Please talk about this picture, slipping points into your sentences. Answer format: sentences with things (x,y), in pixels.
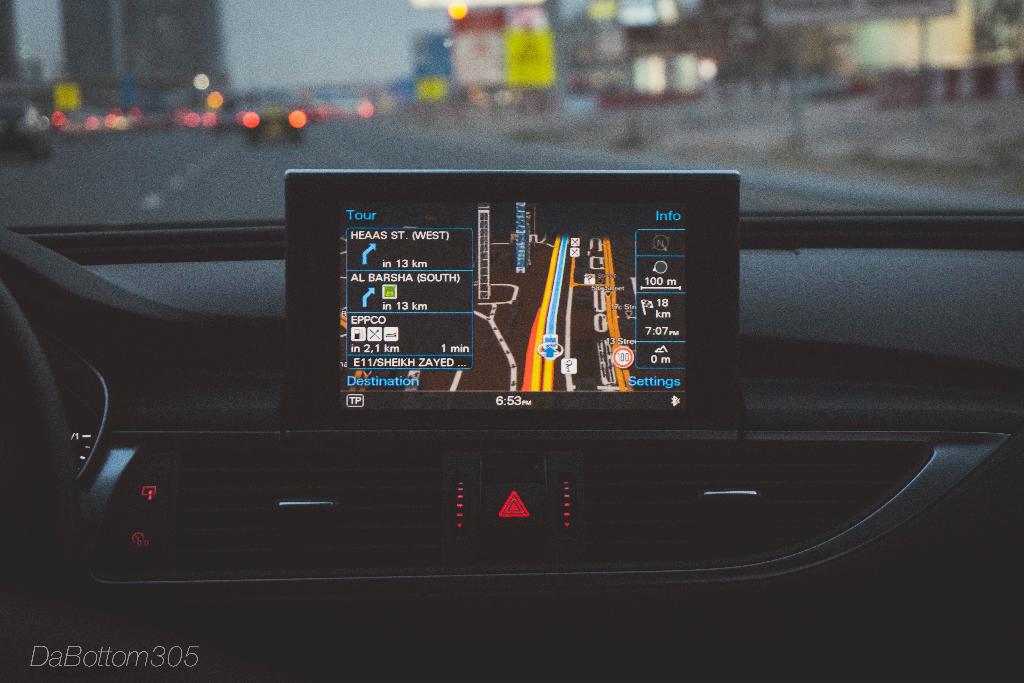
In this picture there is a car (881,405) at the bottom side of the image (666,463) and there is a screen (560,225) in the center of the image (475,277) and there are cars (281,115) and posters (492,10) at the top side of the image (22,134).
